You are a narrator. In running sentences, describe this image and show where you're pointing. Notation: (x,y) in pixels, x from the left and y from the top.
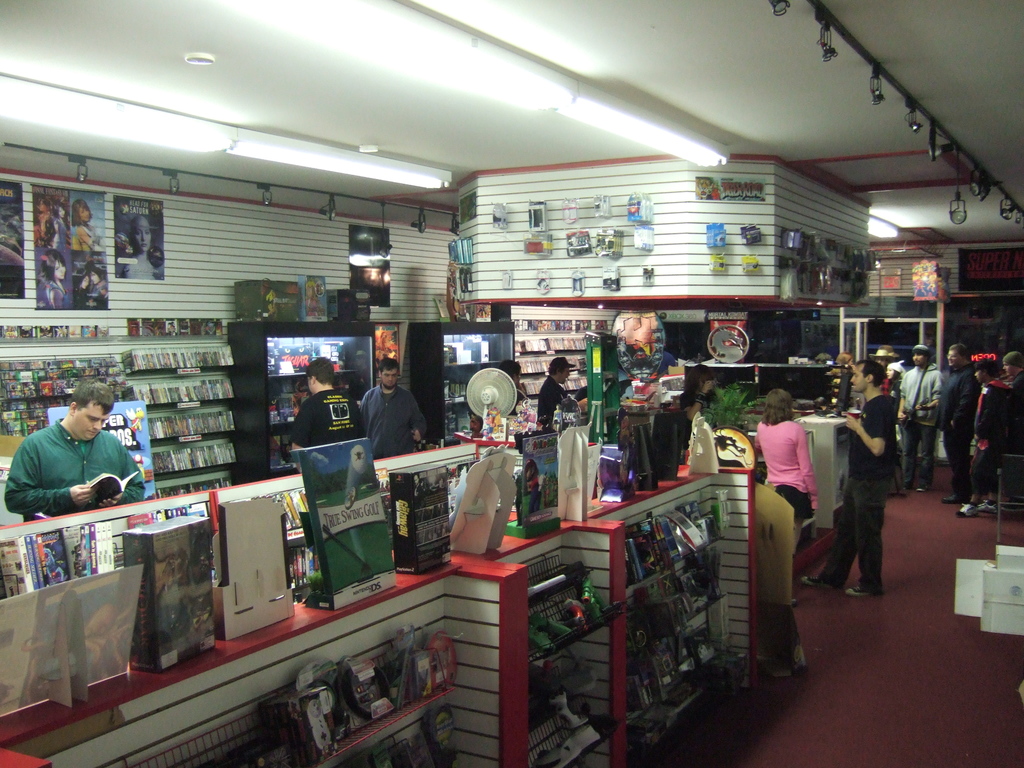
In this image few persons (971,458) are standing on the floor (808,660). Left side (85,492) there is a person (95,471) standing behind the rack (166,712) having few books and objects (581,483). There is a fan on the table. Few posters (48,222) are attached to the wall (203,235). There are few objects (605,236) attached to the wall (633,232). Top of image (286,138) few lights (274,141) are attached to the roof (349,61).
